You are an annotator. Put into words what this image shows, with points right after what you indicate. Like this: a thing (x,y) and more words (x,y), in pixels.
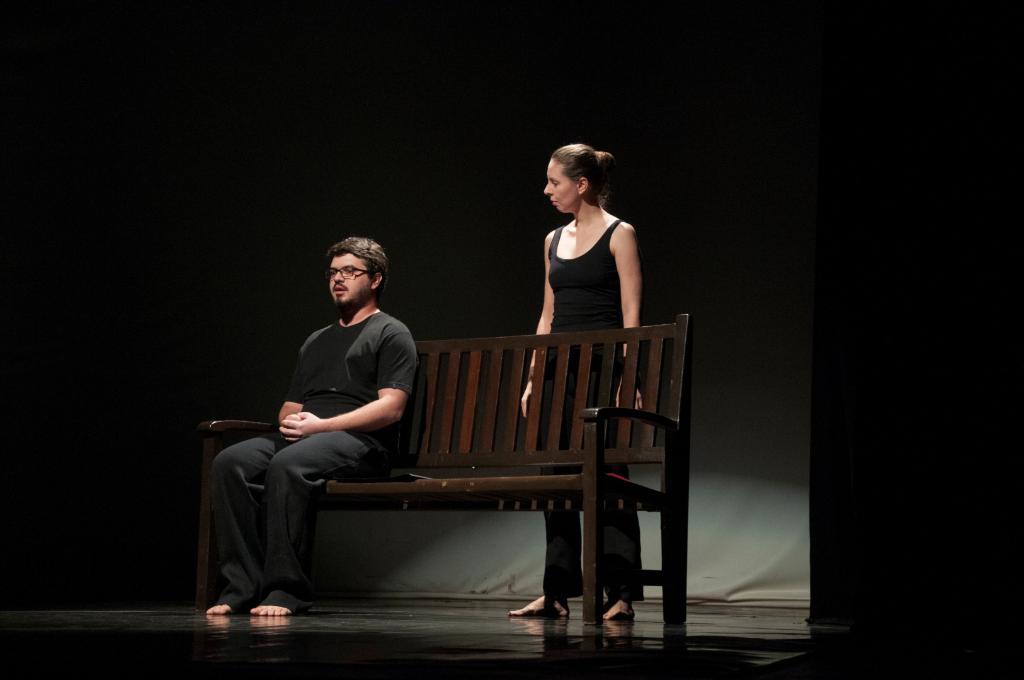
In this picture there is a man (309,424) sitting on a bench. There is a woman (576,246) who is standing and looking at him.
